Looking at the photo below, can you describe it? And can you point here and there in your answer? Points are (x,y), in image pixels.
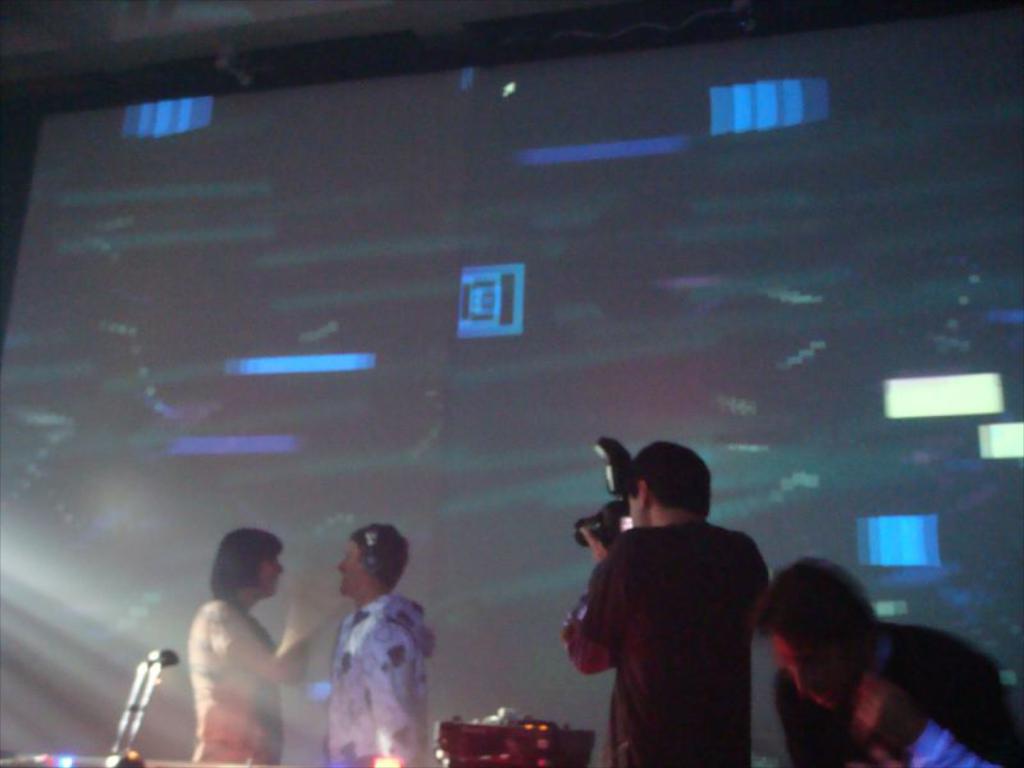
In this picture there are two people (345,713) standing and there is a man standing and holding the camera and there is a man (877,743) standing. At the back (522,335) there are objects (512,718) and there might be a screen (465,282).
